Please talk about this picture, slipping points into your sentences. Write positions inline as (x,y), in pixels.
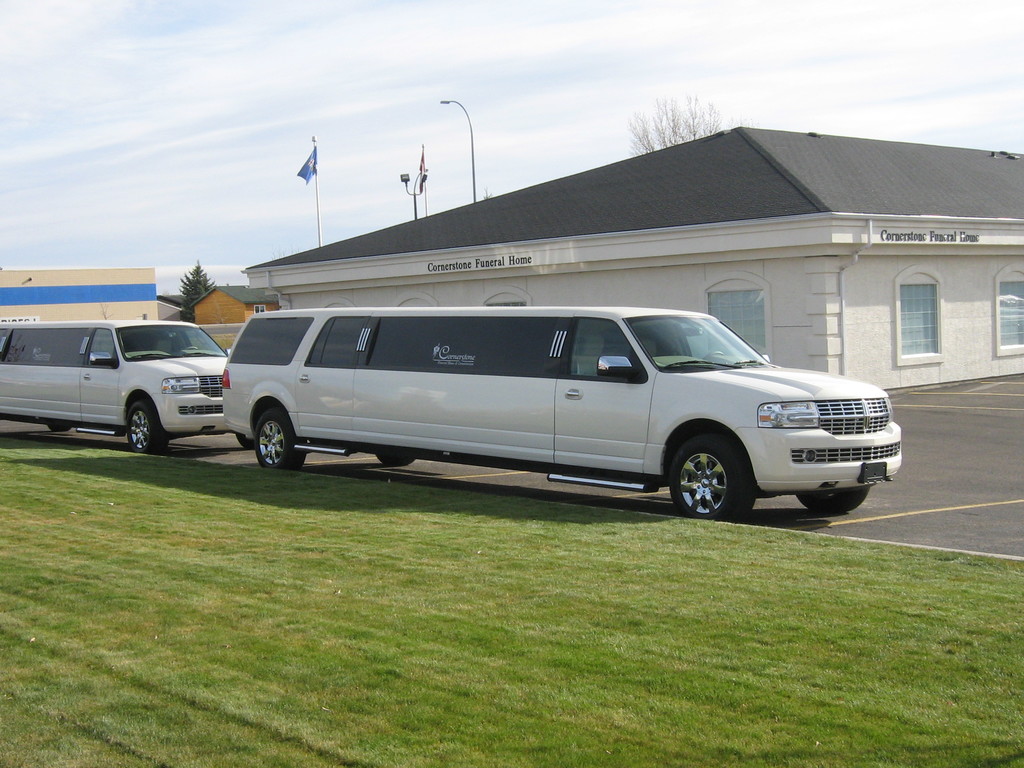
In this picture there are vehicles (567,378) on the road (946,517). At the back (874,294) there are buildings (929,279) and trees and street lights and flags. At the top (431,105) there is sky (401,105) and there are clouds (399,95). At the bottom (677,684) there is a road (935,490) and there is grass (899,713) and there is text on the buildings (379,265).
